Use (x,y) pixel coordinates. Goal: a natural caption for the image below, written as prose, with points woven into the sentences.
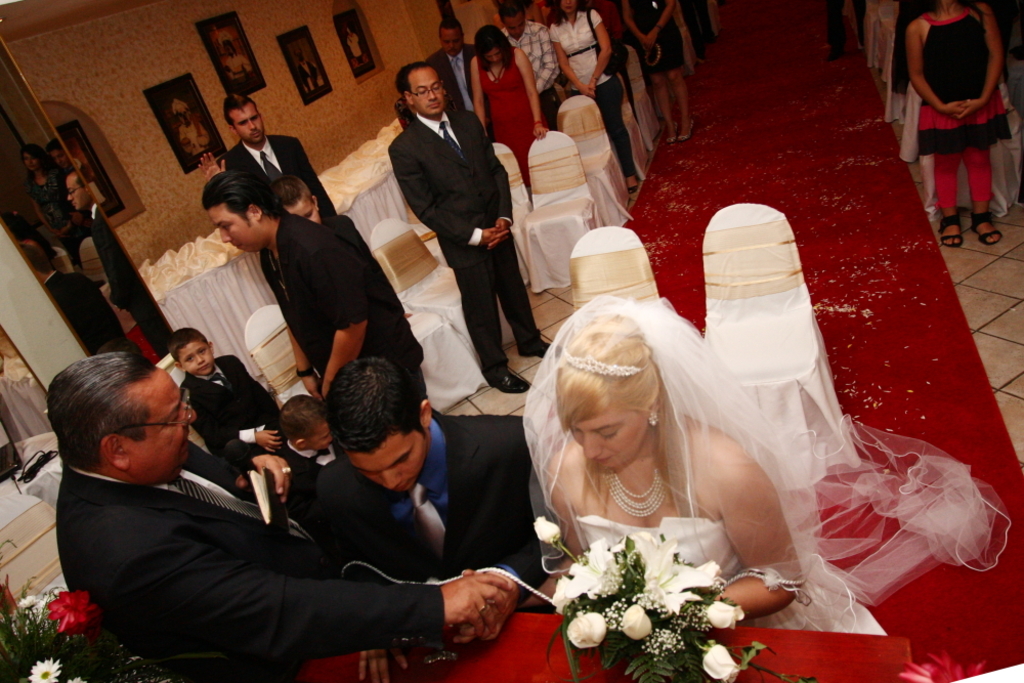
The picture is taken during a wedding. in the foreground (487,643) we can see people (427,505), table (486,645) and bouquets (623,620). In the middle (349,330) there are people (476,310), chairs (380,232), pillar (3,244) and other objects (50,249). at the top (280,24) there are people (551,39), chairs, wall (263,52) and frames (231,85).
